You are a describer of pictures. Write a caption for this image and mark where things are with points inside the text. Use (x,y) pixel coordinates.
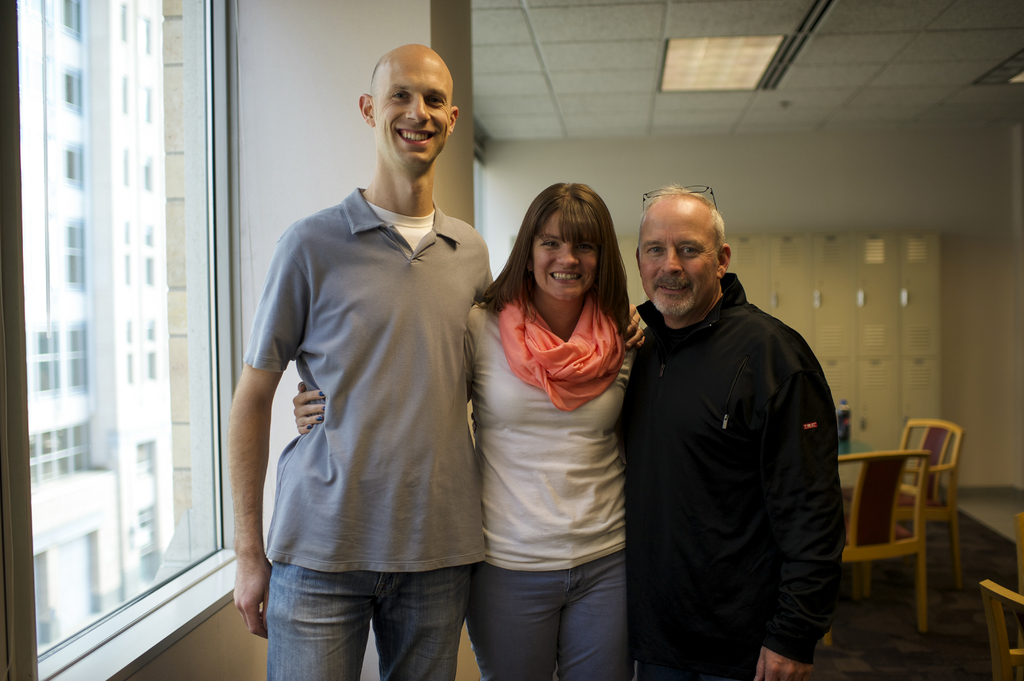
In this picture we can see two men (640,474) and a woman (528,435) standing and smiling, on the left side (211,544) there is a glass (211,531), from the glass (211,515) we can see a building (111,325), on the right side (921,584) we can see chairs (936,507), there is the ceiling (568,66) at the top of the picture (581,68).
